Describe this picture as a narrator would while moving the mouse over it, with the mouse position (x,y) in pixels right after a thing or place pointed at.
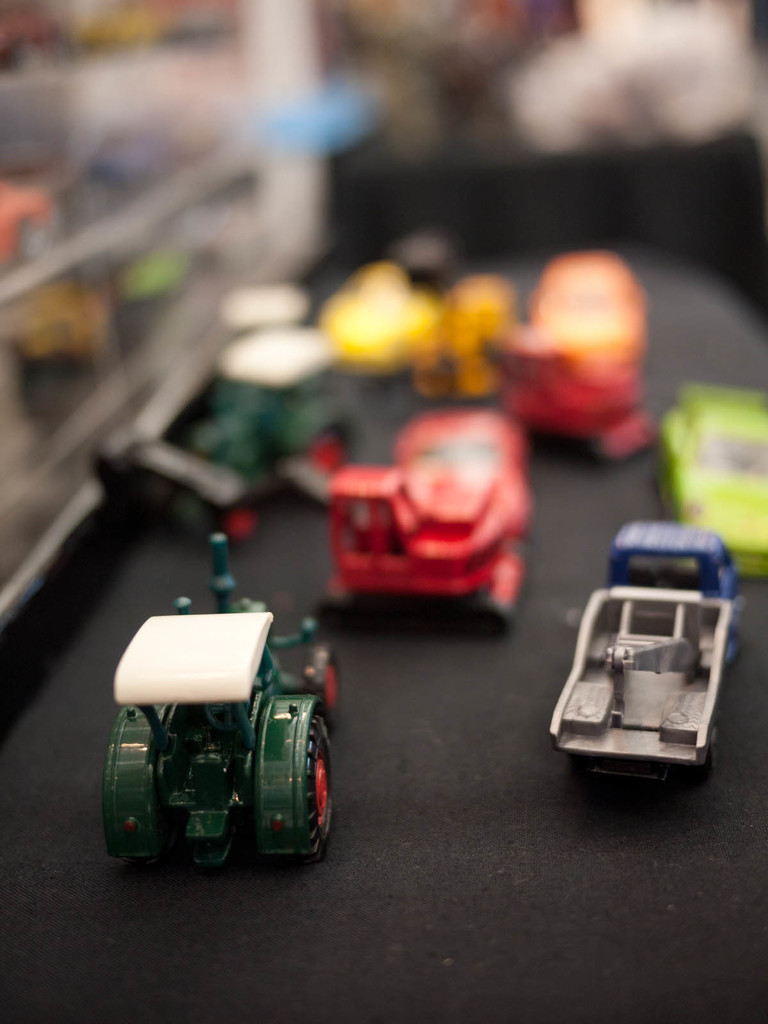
In this image we can see toys (251,635) on a black surface (443,879). The background of the image (37,94) is blurred.
